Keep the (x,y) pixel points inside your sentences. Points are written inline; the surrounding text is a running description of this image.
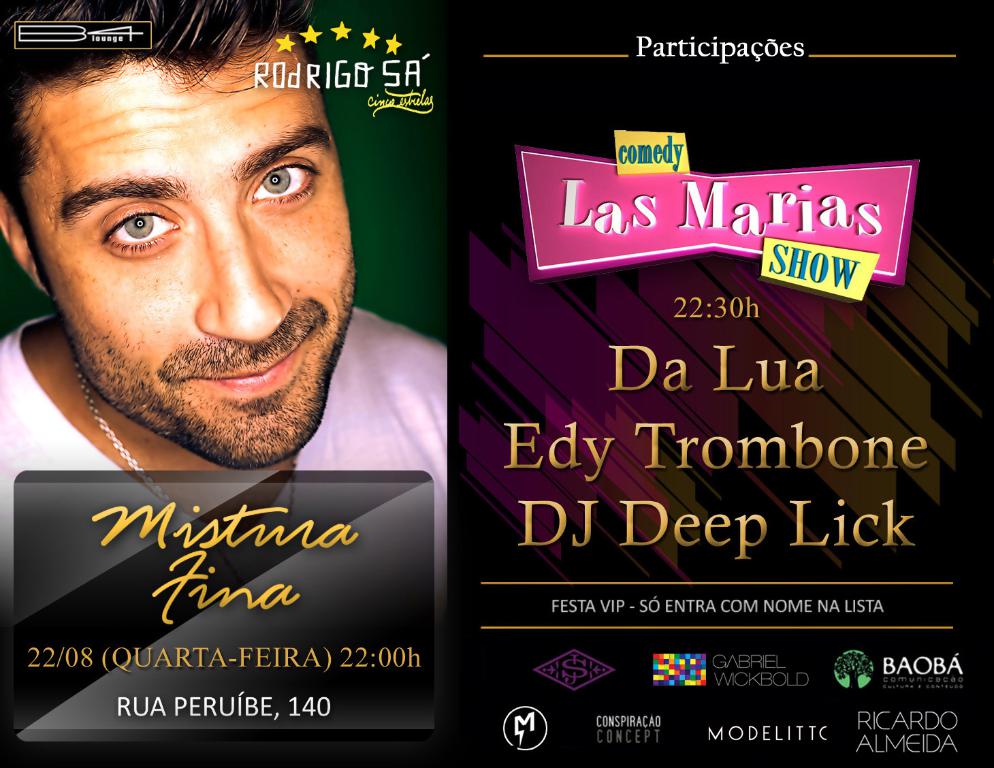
In this image, we can see a poster (395,340) with some images (19,143) and text (628,742).
